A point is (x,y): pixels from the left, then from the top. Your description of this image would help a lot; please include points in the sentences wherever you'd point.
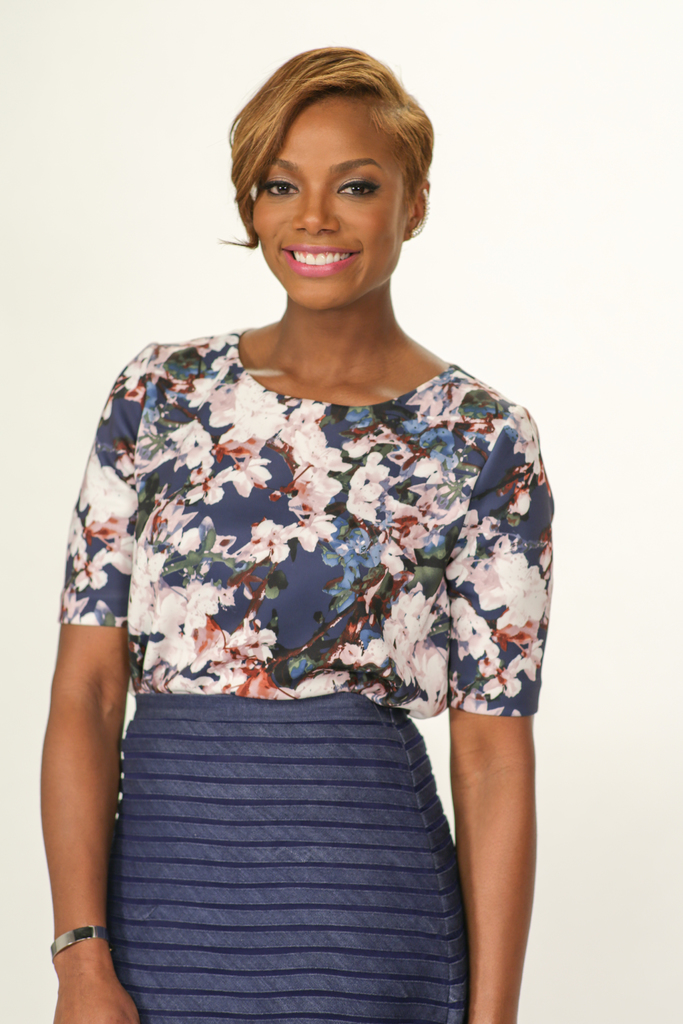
In this image I can see a woman (490,528) is standing in the front (98,652) and I can also see smile on her face (368,278). I can see she is wearing blue and pink colour dress (345,636). I can also see she is wearing a wrist bracelet (104,931).
